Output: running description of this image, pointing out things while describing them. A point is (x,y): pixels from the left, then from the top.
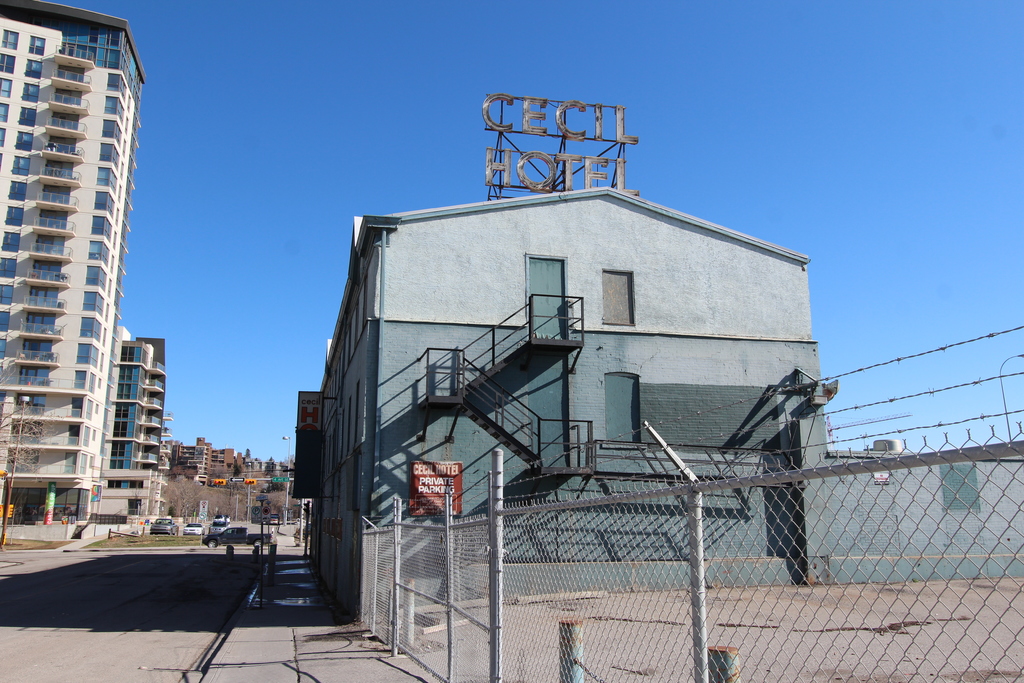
This picture is clicked in the city. In the right bottom of the picture (803,569), we see a fence (642,631) and iron rods (565,641). Behind that, we see a building (674,294) in green color. It might be a hotel (478,496). Beside that, we see poles (262,561) and cars (233,540) moving on the road (176,588). On the left side (131,427), we see a tree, a pole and buildings (33,463). In the background (217,487), there are trees (235,493) and buildings (191,460). At the top of the picture (418,113), we see the sky (704,141), which is blue in color.
